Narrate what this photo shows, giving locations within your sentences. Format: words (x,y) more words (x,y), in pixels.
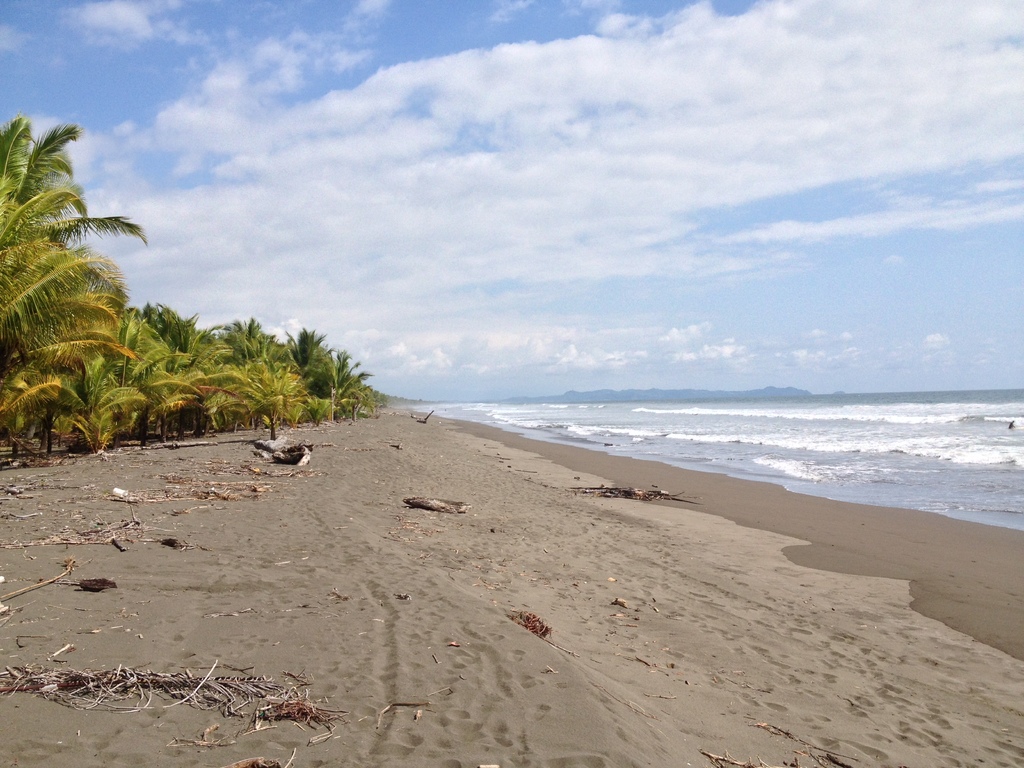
In front of the image there is sand (368,562), on the sand (237,524) there are dry leaves (215,474) and branches (221,485) and some other objects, in the background of the image (51,406) there are trees (204,424) and there is a sea (762,434), behind the sea (678,410) there are mountains (556,401), at the top of the image (512,130) there are clouds (551,169) in the sky (556,272).
